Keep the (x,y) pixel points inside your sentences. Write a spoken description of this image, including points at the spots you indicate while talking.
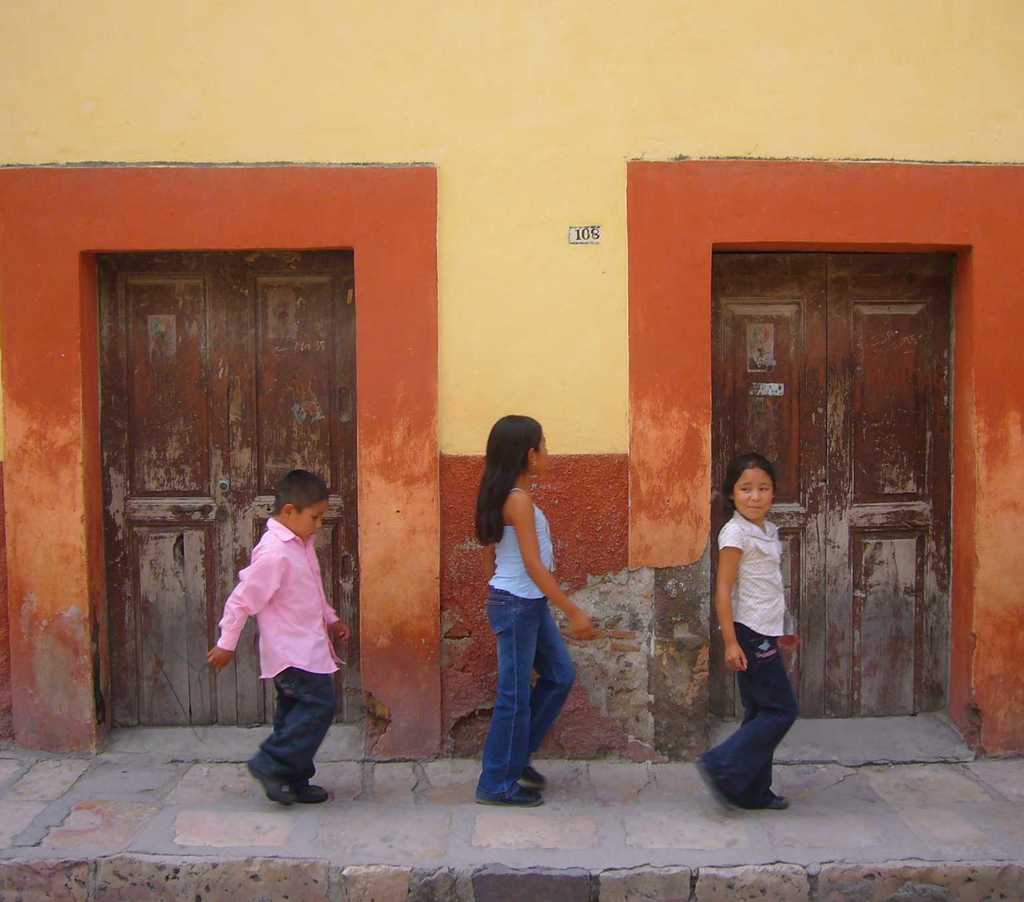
In the image there are three kids (522,545) walking on the footpath (435,770) in front of the building (433,121) with two doors (233,298) on either side.
